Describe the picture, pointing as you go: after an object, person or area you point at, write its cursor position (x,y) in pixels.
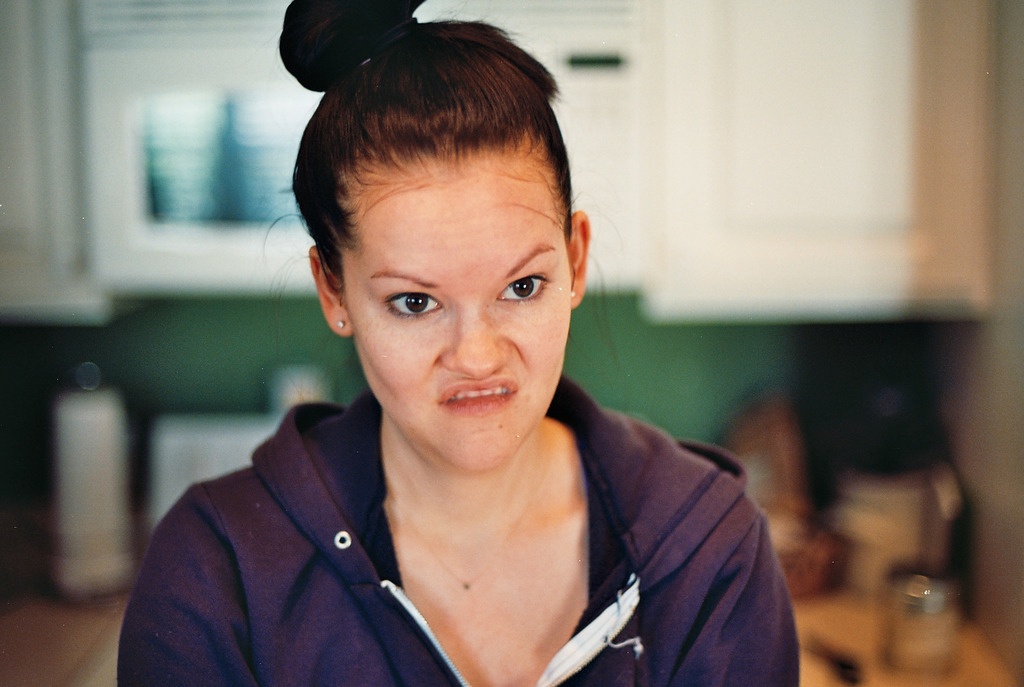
In the center of the image (477,375) a lady (501,465) is there. In the background of the image (78,363) we can see some objects (779,458), wall (630,374), cupboard (677,142) are present. At the bottom left corner (97,646) countertop (80,675) is there.
